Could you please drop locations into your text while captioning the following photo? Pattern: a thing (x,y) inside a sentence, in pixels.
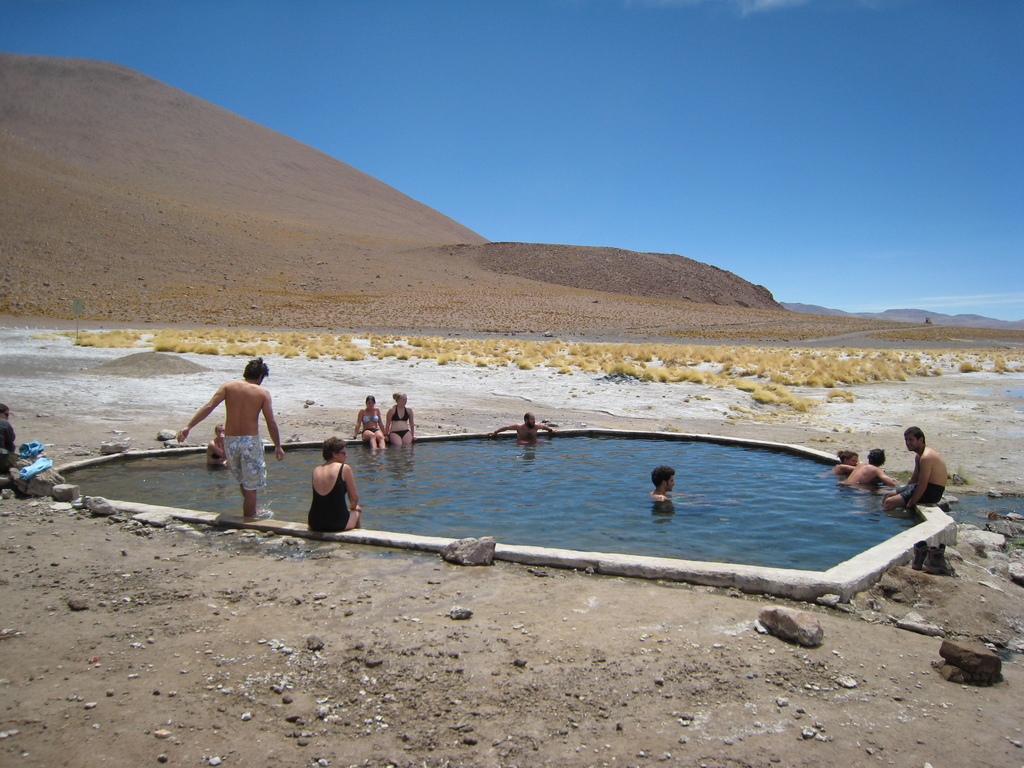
In this picture, we can see the ground (562,625) with rocks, grass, and some objects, we can see swimming pool (636,482), and a few people (231,432), mountains (533,268) and the sky (895,193).
